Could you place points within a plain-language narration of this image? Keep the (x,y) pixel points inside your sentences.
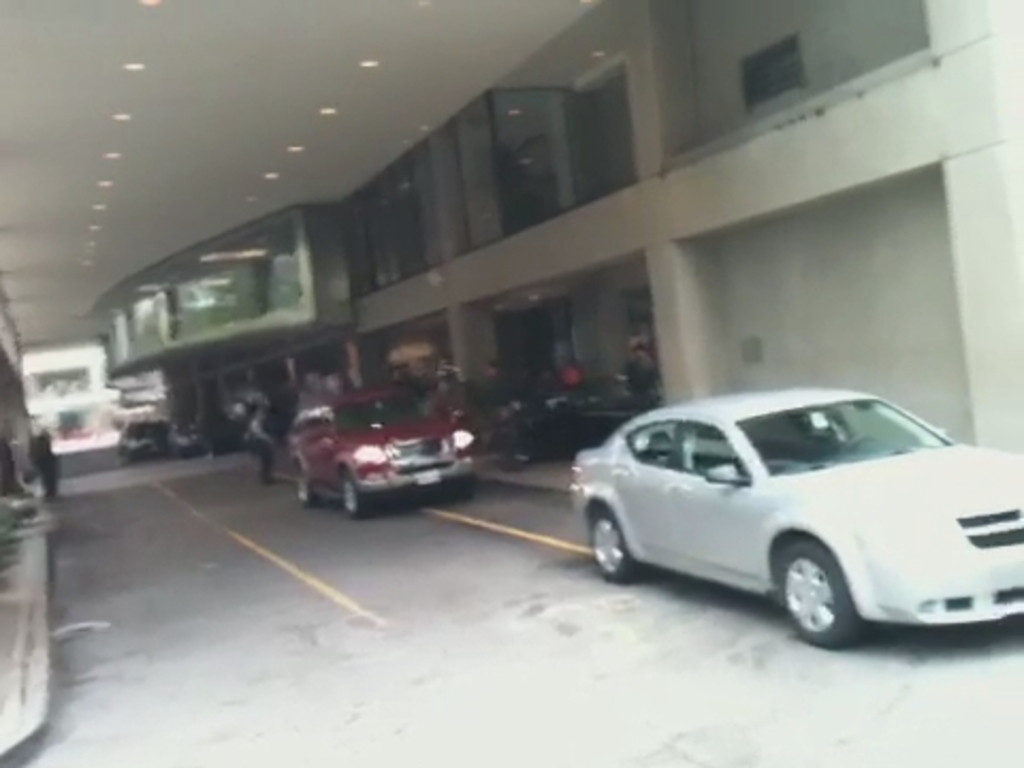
In this image, we can see a building (761,209). There are cars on the road (322,630). There are lights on the ceiling (113,132) which is in the top left of the image (198,14).
